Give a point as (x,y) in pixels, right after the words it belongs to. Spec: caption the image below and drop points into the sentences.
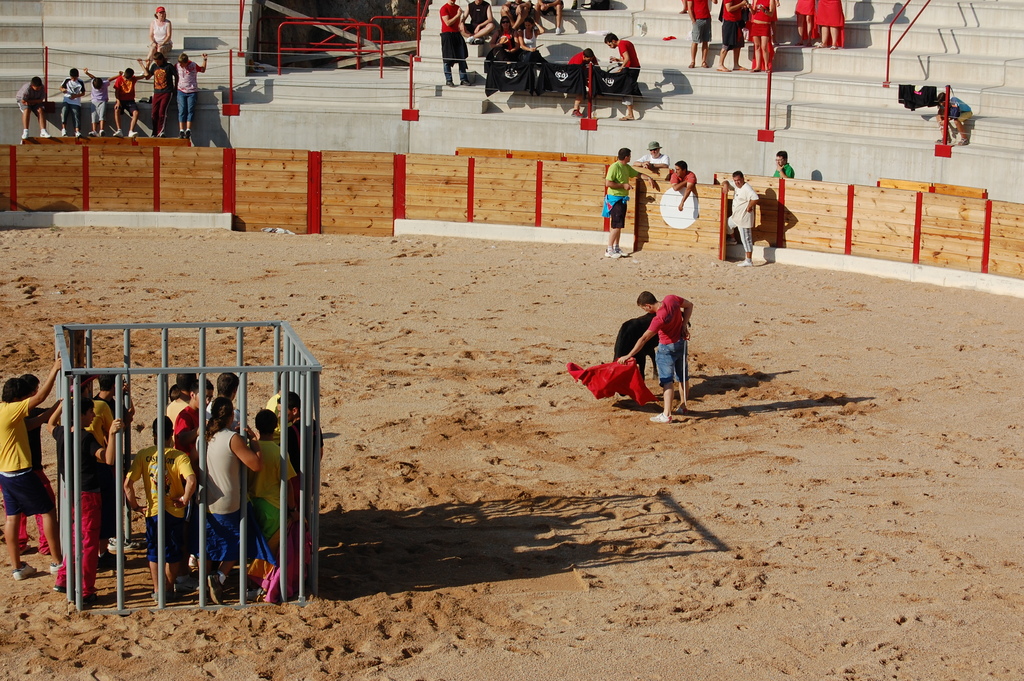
In this image I can see there are a few people (152,469) standing in the playground (606,344) and there is a cage (60,514) around few persons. There are audience (164,48) sitting on the stairs (232,39).
